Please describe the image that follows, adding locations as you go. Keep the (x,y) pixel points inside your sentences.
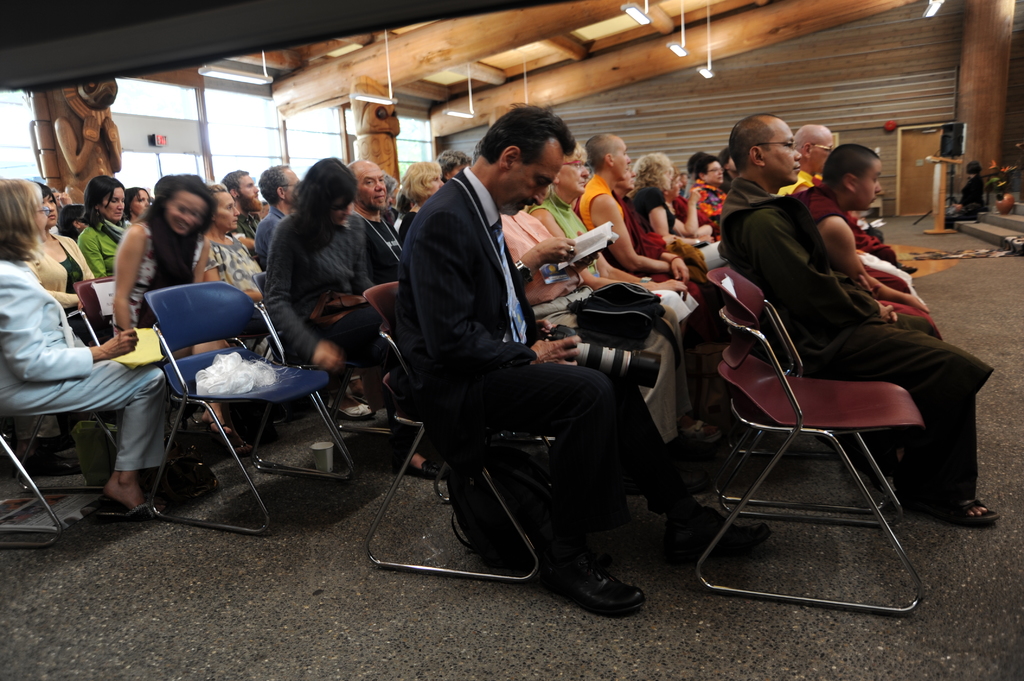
There are group of persons (446,231) sitting on the chairs (770,356) in a room (661,134).
